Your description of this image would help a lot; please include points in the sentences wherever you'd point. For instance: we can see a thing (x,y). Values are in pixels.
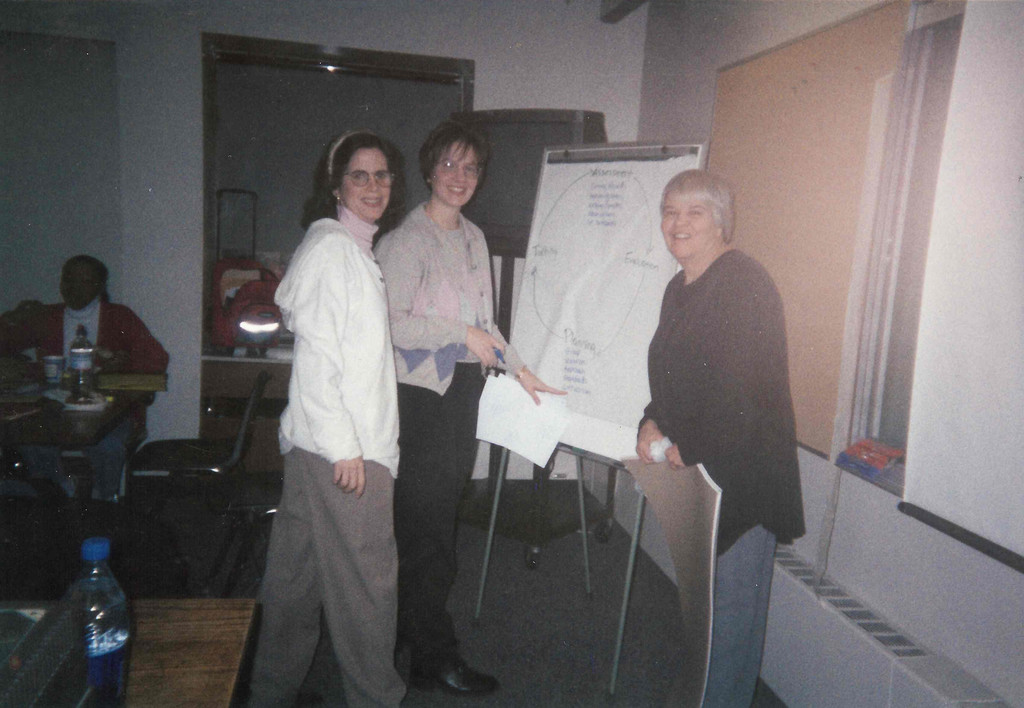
In the given image we can see three women (554,388) standing at camera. This is the board (564,250). There are chairs (150,451) and table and water bottle (101,601) is put on table (160,657).
